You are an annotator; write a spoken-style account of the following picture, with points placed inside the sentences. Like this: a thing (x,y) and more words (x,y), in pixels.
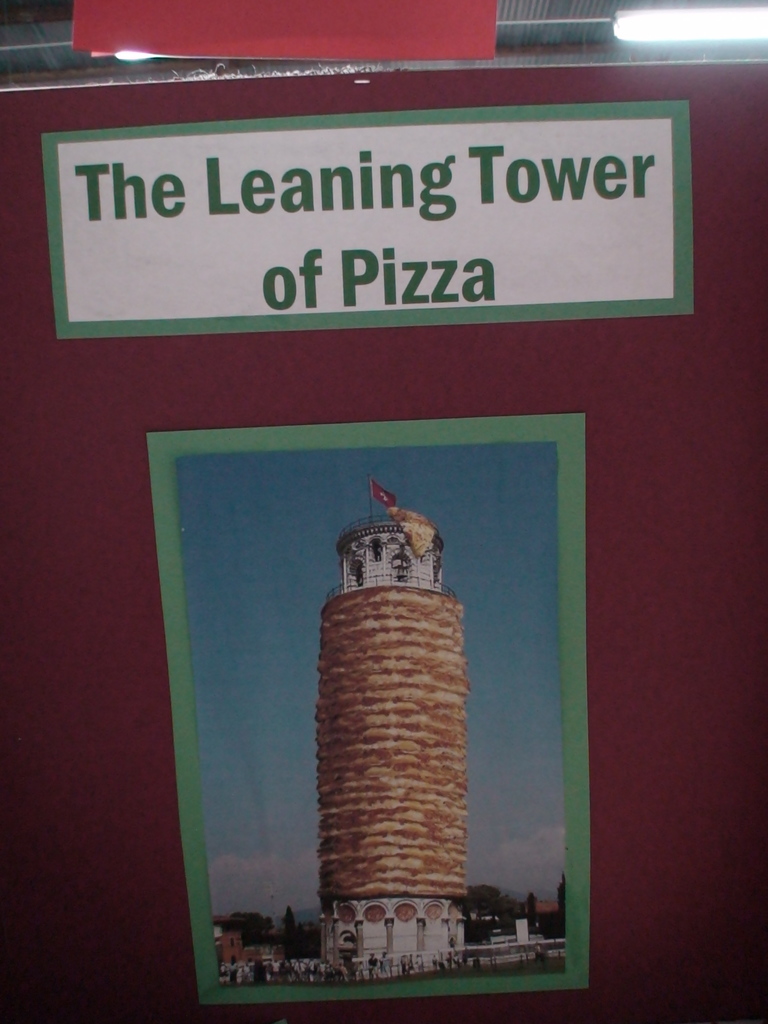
In this picture we can see a Leaning Tower of Pisa (407,560). Few people (270,969) are visible near to this tower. Some lights (137,55) are seen on top.
